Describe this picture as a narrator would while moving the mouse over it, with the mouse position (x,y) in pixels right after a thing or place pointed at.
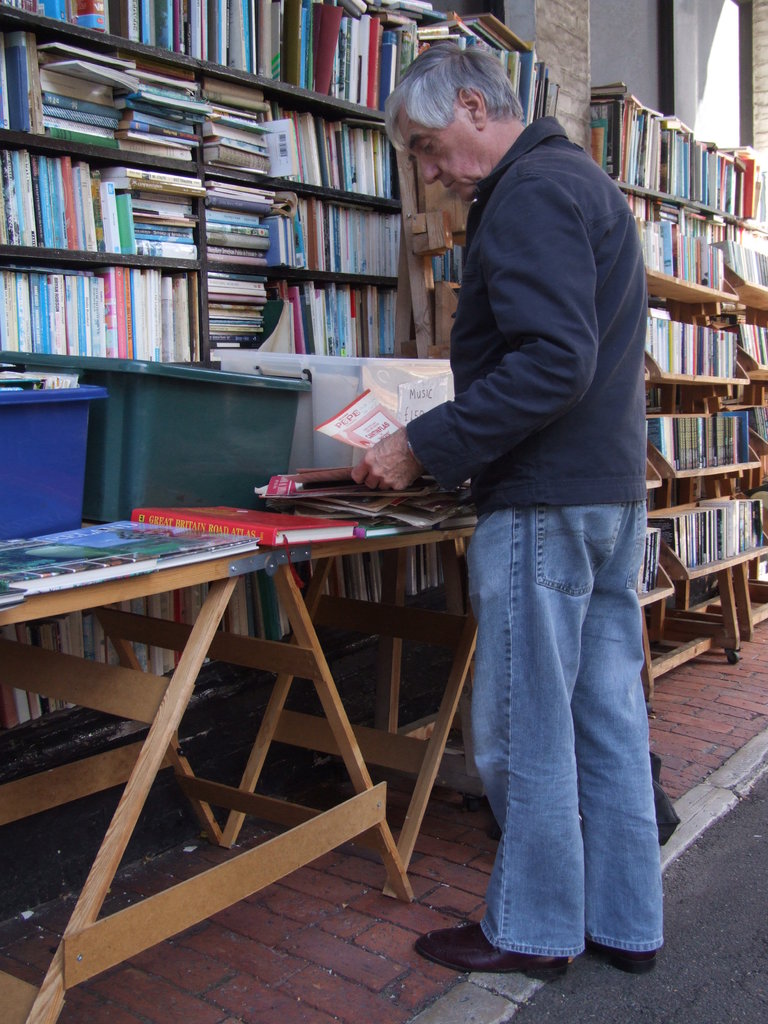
In this picture there is a man (512,492) standing and holding the book (360,433) at the table (408,862). At the back (175,134) there are books (309,84) in the cupboard (665,498). There are three tubs (55,425) and books (72,586) on the table (356,545).
